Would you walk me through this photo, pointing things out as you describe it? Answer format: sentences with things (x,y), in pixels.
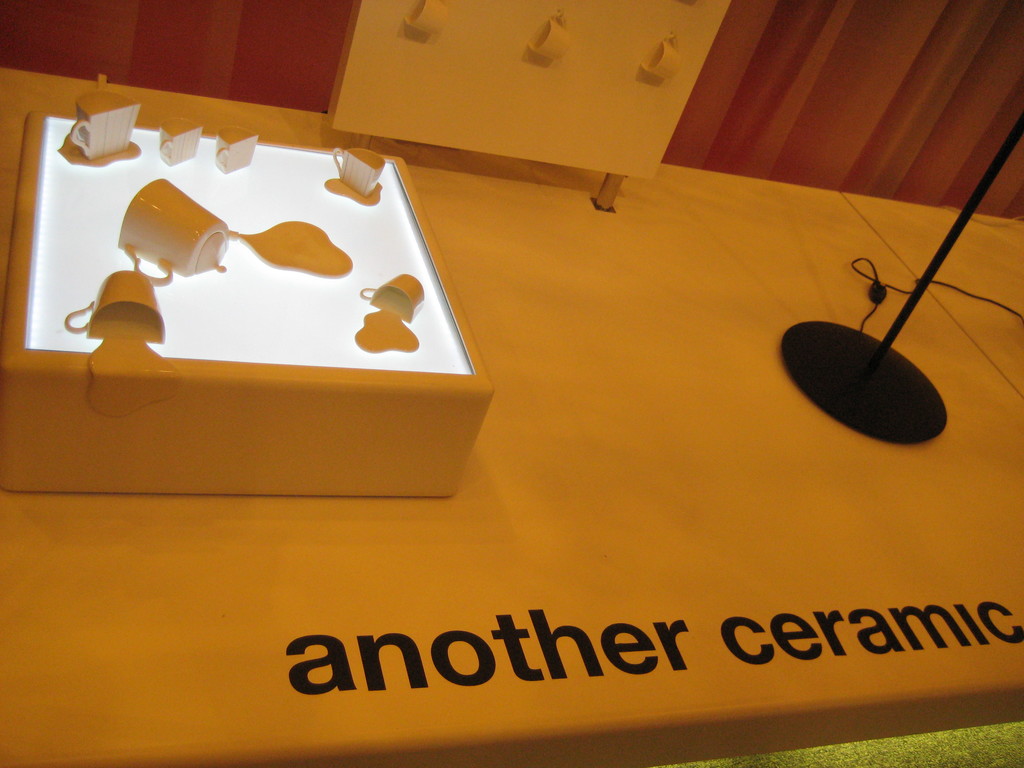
In this image we can see objects (146,225), stand (892,339), cable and cups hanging on a board (563,120) are on the platform (711,652). We can see a text (661,662) written on the platform (725,617). In the background (981,56) we can see the wall (68,44).
